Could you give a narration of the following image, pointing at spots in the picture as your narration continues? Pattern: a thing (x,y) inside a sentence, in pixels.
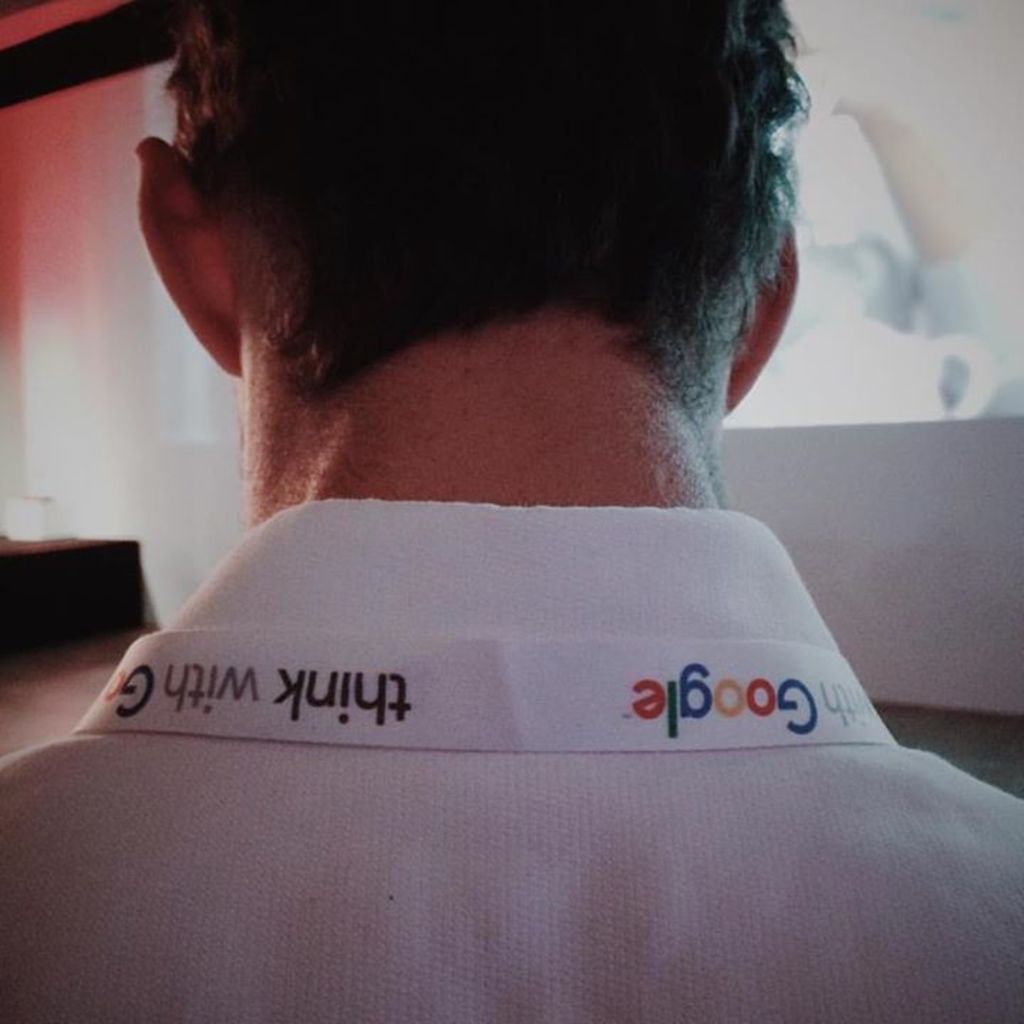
In this image I can see a person (536,396) neck (675,410) and head (509,256) and the person (532,523) wearing a white color shirt (859,825) on the shirt (874,775) I can see the text (787,683).
